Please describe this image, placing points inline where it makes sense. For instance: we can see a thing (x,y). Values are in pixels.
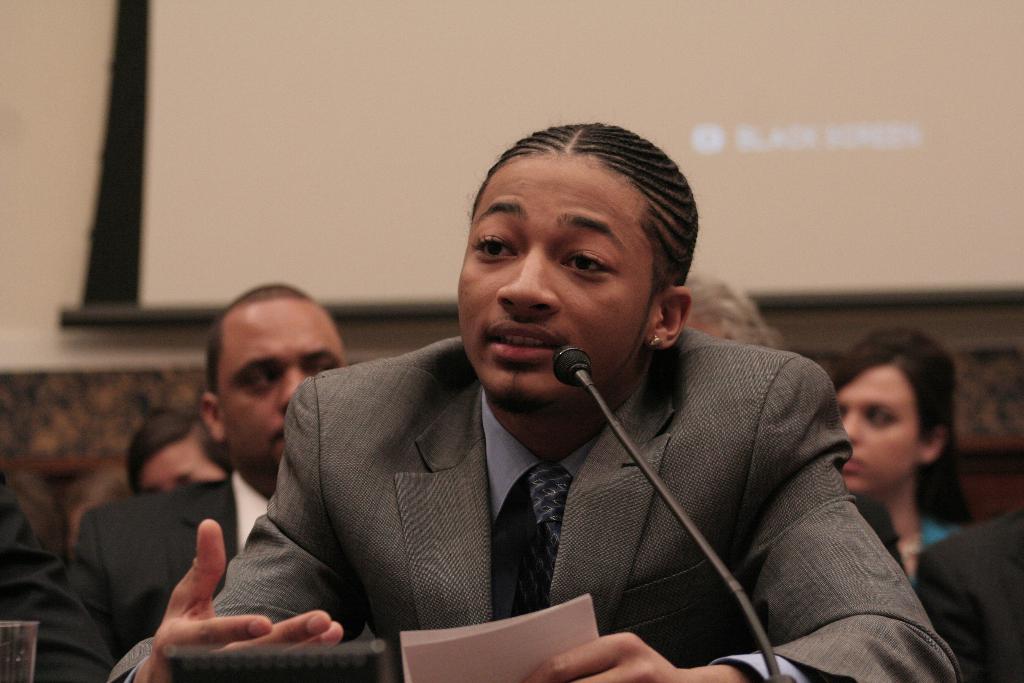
This picture might be taken inside the room (781,462). In this image, in the middle (377,455), we can see a man (716,463) sitting on the chair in front of the microphone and he is also holding a paper (564,645) in his hand (592,669). In the background (283,396), we can see group of people (886,366) sitting on the chair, screen (373,268) and a wall (83,70). On the left side (9,666) corner, we can also see a glass (26,658).
